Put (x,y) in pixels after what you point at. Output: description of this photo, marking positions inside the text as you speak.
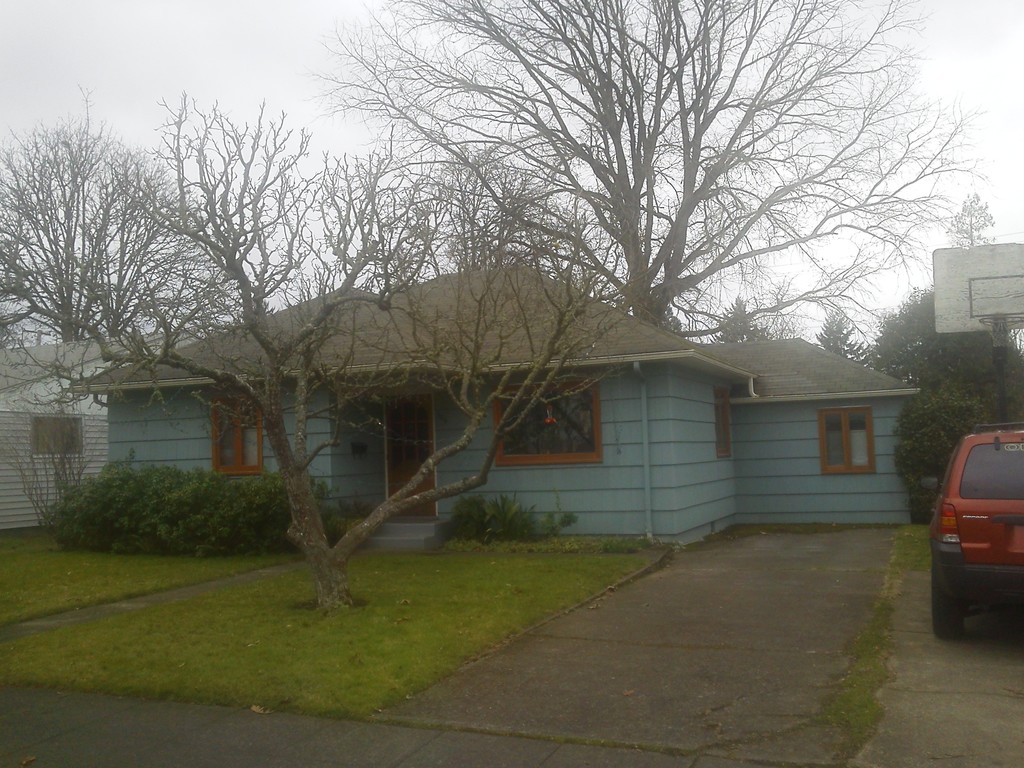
In this image I can see grass (499,629), car (950,582), trees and houses (564,416). In the background (852,125) I can see the sky (315,16). This image is taken during a day.
